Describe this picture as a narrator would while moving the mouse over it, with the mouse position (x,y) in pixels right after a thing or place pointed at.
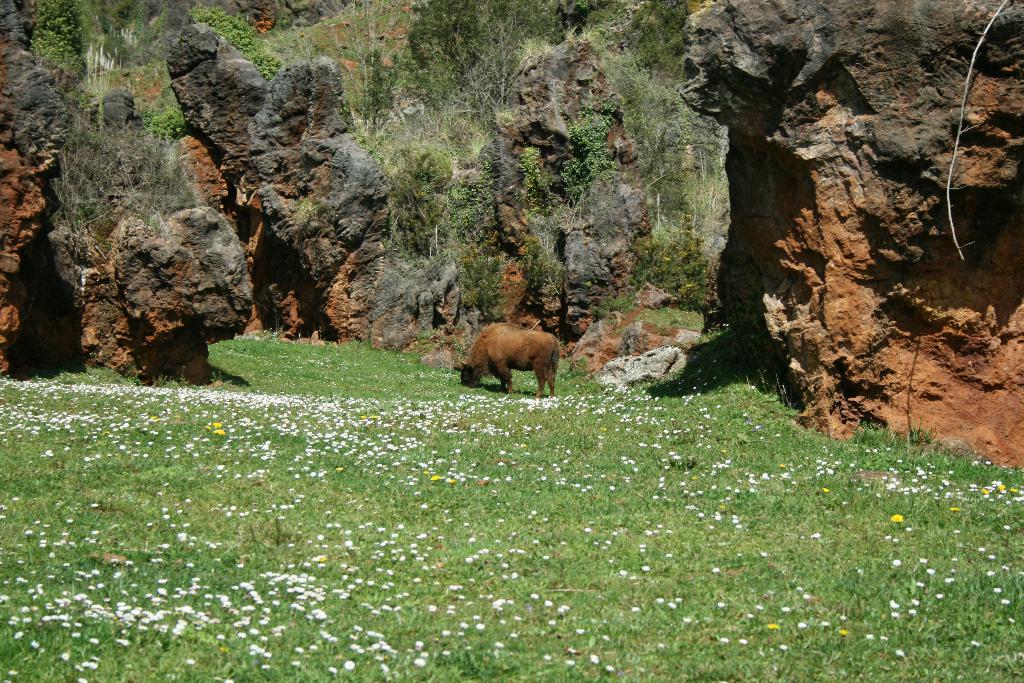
In the image we can see an animal (503,347), brown in color. This is a grass (508,497), rocks (123,240) and plants (478,99), there are white and yellow color flowers (175,629).
